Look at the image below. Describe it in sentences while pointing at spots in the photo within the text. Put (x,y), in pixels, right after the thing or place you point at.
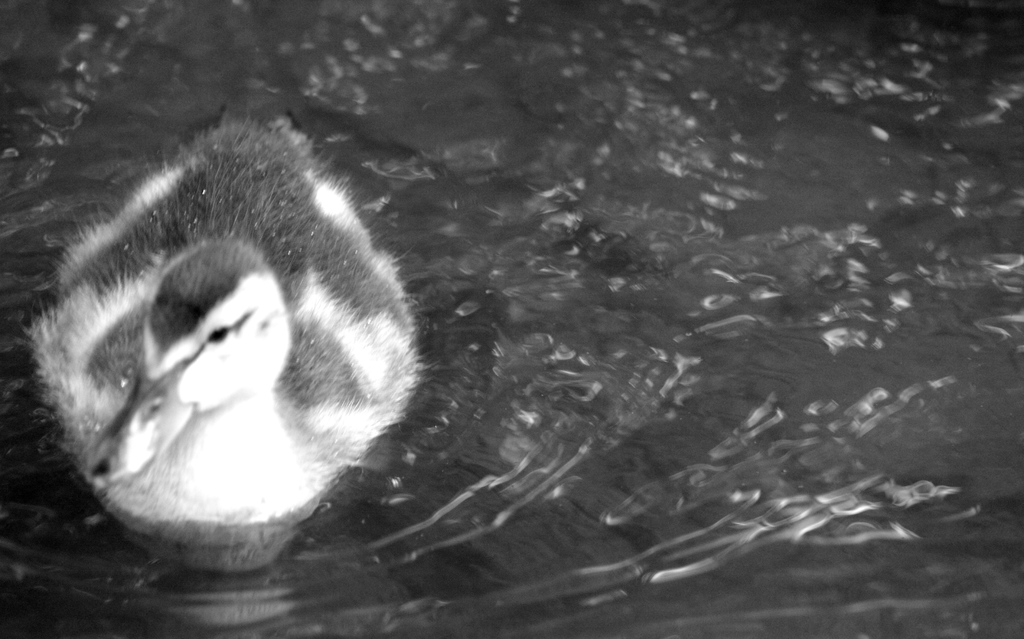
In the image there is a duck (276,245) swimming in the water (354,149), this is a black white picture.
